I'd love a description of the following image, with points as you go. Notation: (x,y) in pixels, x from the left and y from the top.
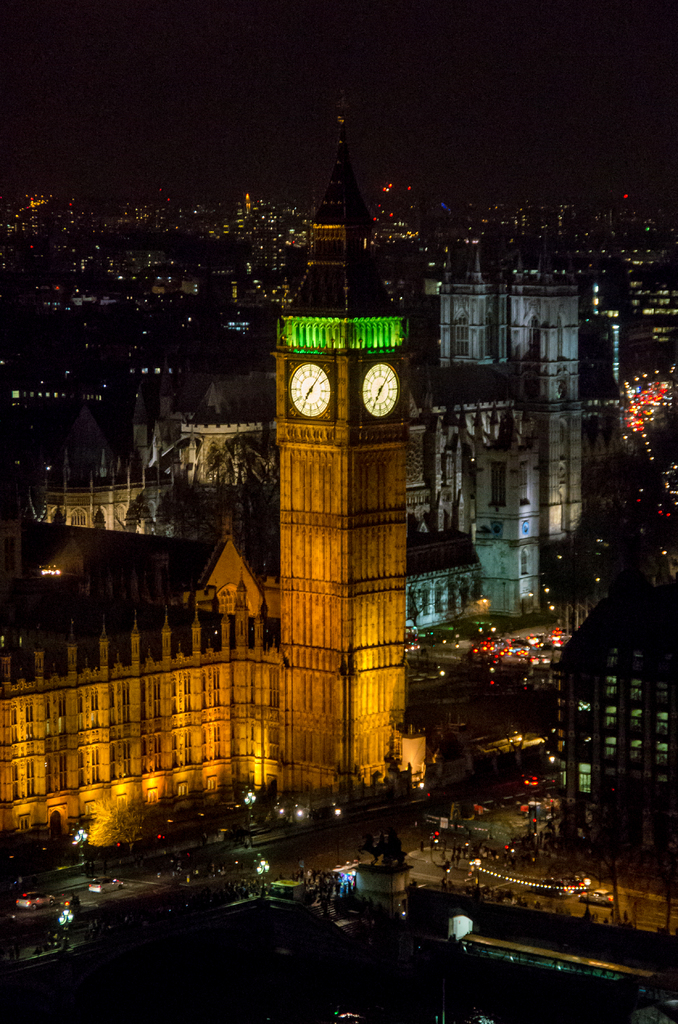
In this image I can see roads (379,819), lights (498,875), number of buildings (423,561) and a clock tower (287,451). I can also see this image is little bit in dark.
